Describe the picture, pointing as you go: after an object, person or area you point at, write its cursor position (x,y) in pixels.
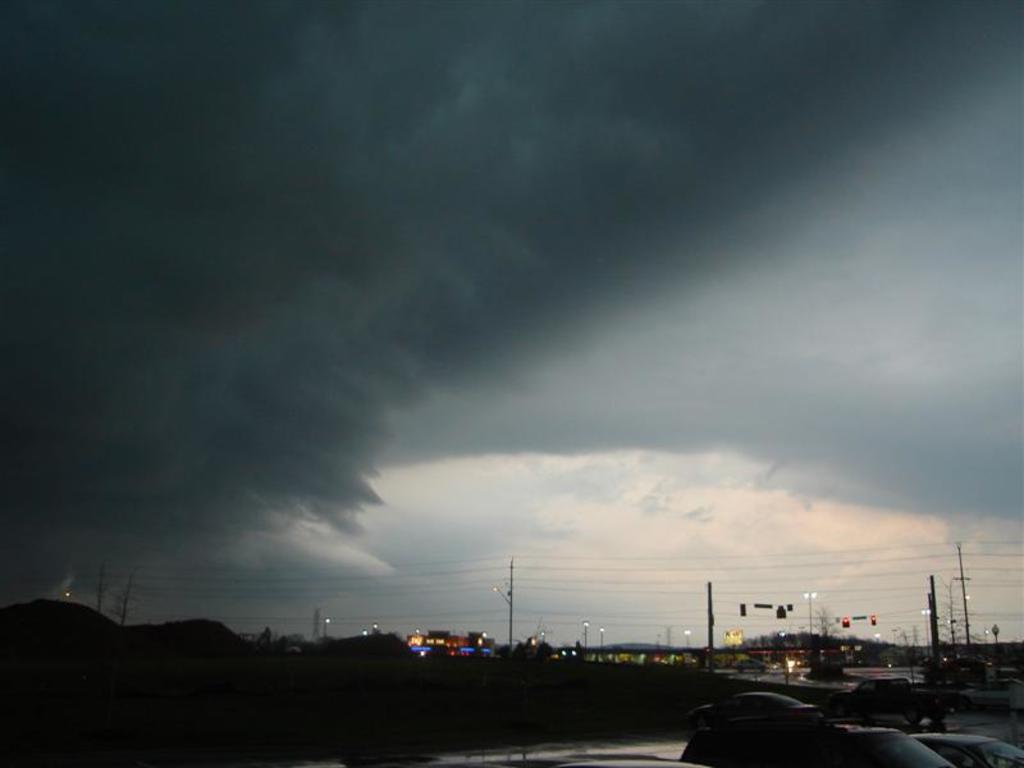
Here we can see poles (813,597), lights (847,624), buildings (728,656), trees (831,645), and vehicles (1008,744). In the background (738,556) there is sky (756,470) with clouds (756,420).
